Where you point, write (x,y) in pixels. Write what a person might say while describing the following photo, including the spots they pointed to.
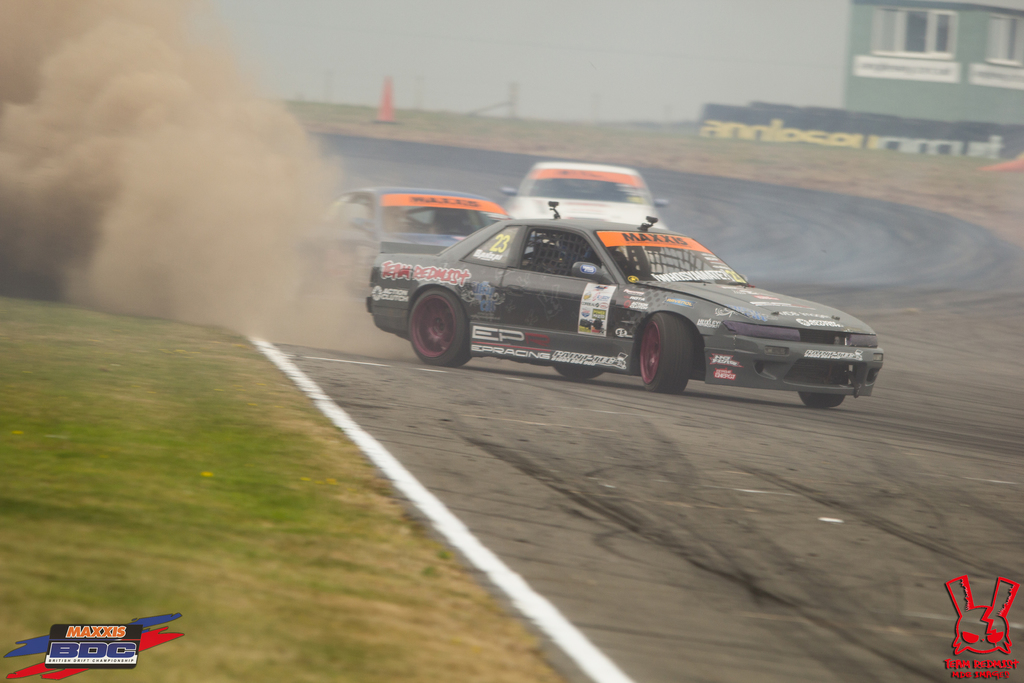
In this image we can see three different colors of cars (458,293) which are moving on the road (454,381) at the left side of the image (150,196) there is grass (120,411) and some smoke (151,244) is released by one of the car (699,353) and at the background of the image (907,31) there is traffic cone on the ground (820,155) and there is building (849,61).
